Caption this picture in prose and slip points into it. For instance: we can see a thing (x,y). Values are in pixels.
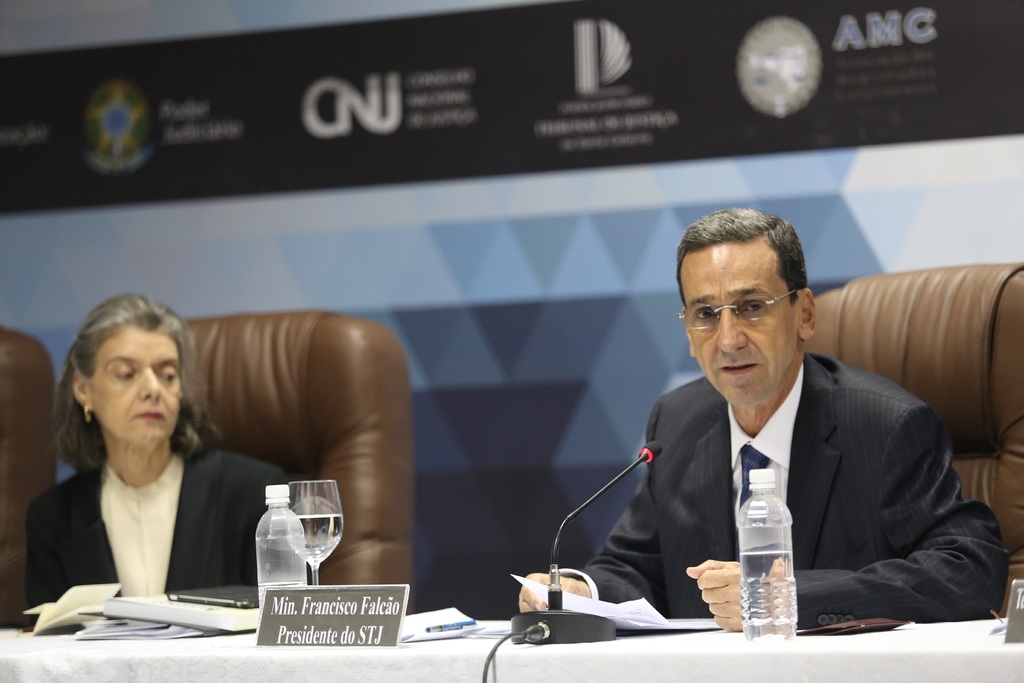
In this picture we can see there are two people (756,419) sitting on chairs (291,412) and in front of the people (766,447) there is a table (610,648) and on the table (770,648) there are bottles (273,539), glass (309,548), name board (308,618), book (150,611), paper (464,631), pen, microphone (571,613) and an object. Behind the people (173,511) there is a board (490,342).
